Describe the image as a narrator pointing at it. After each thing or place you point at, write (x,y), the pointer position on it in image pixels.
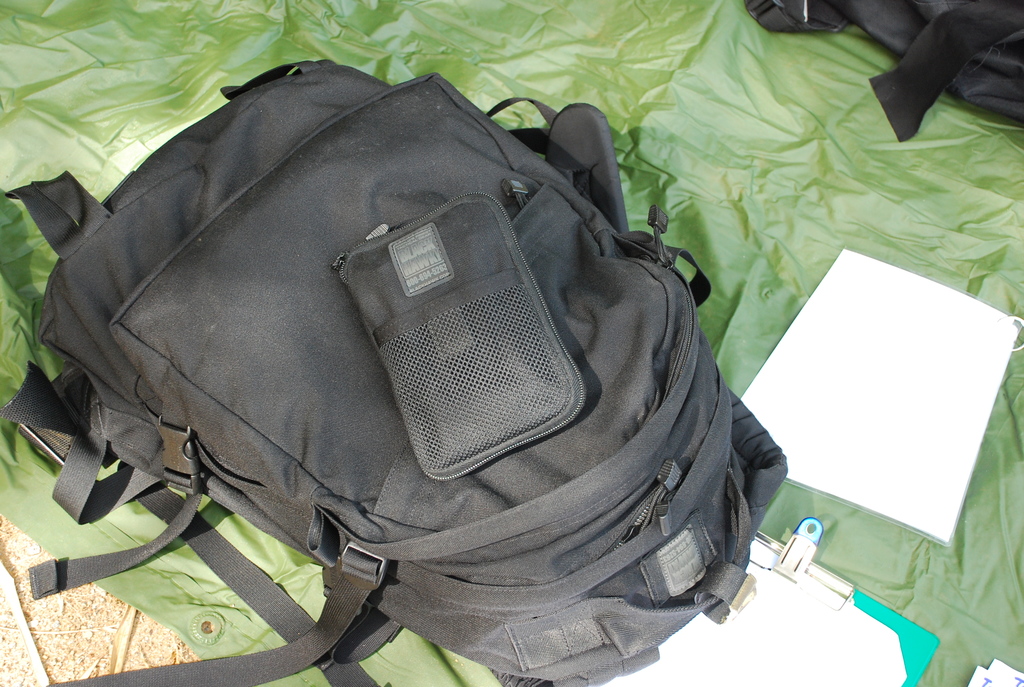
As we can see in the image there is a black color bag (317,205), paper (913,297), pad (865,652) and a green color cloth (793,140).
